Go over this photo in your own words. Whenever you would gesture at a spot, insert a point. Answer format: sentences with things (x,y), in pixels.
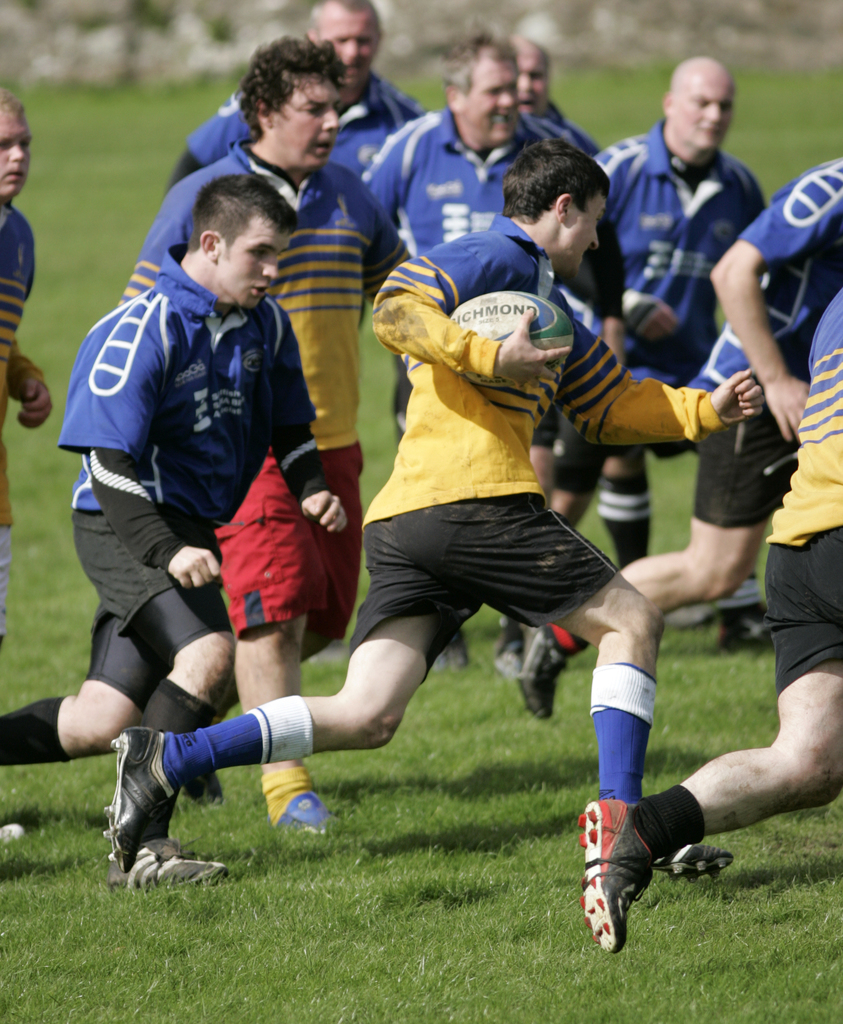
In the image there are a group of players (341,342) running on the ground (408,807), among them one player (468,330) is holding a ball (459,317).
